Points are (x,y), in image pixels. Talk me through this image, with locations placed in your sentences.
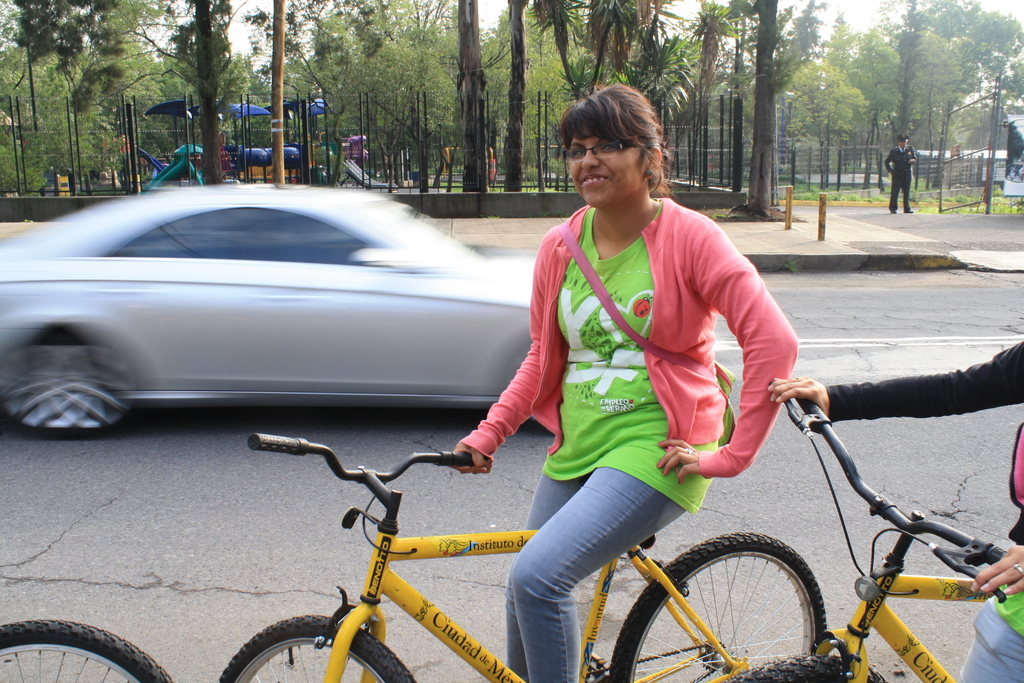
In this image i can see a girl (584,511) riding bicycle (664,591) and at the background of the image (329,355) there is a car (324,280) which is running and trees (769,145), fencing (812,158) and a policeman (904,149) at the right side of the image (906,147).
